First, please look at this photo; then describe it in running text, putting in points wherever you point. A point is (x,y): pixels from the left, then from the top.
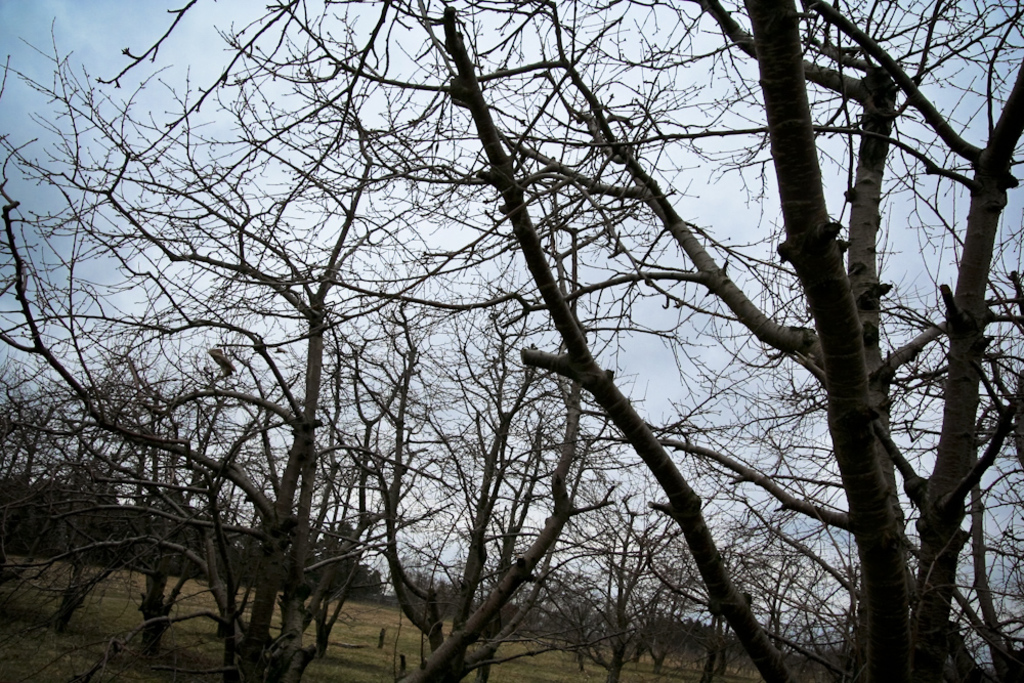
In the image there are many dry trees (423,465) on the land (87,633) and above its sky (109,28).
